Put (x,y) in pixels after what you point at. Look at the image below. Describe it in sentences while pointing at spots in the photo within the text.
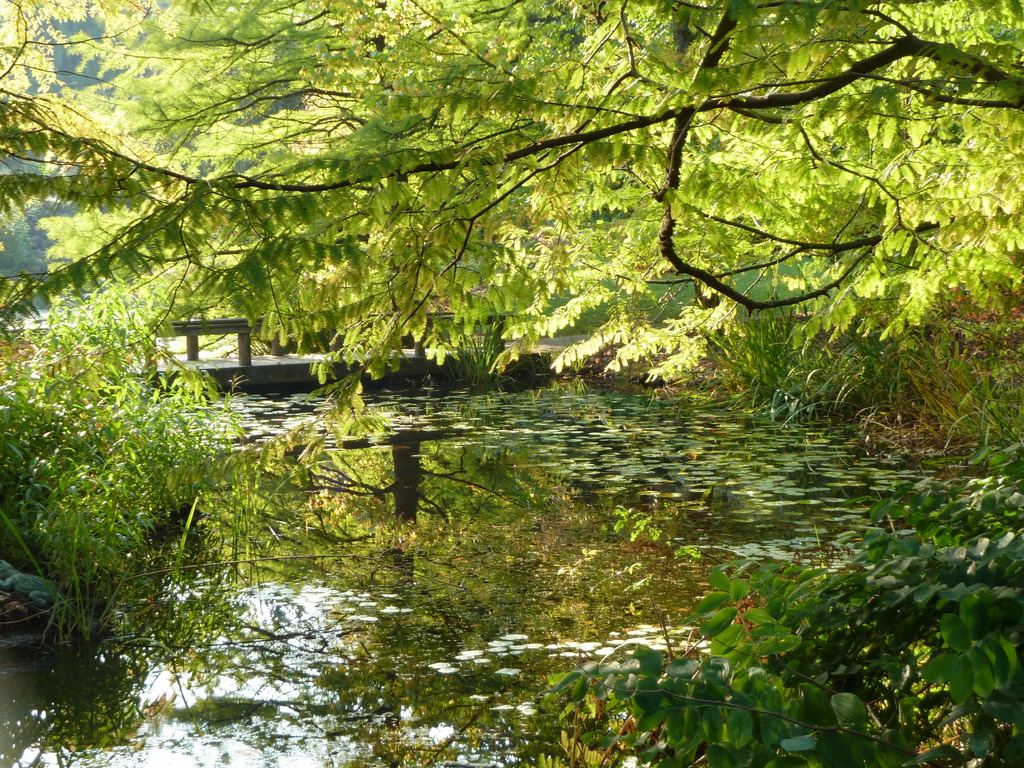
In this image in front (521,612) there is water (514,516). In the center of the image (415,345) there is a bridge (247,349). There are plants (768,611) and trees (467,106).
